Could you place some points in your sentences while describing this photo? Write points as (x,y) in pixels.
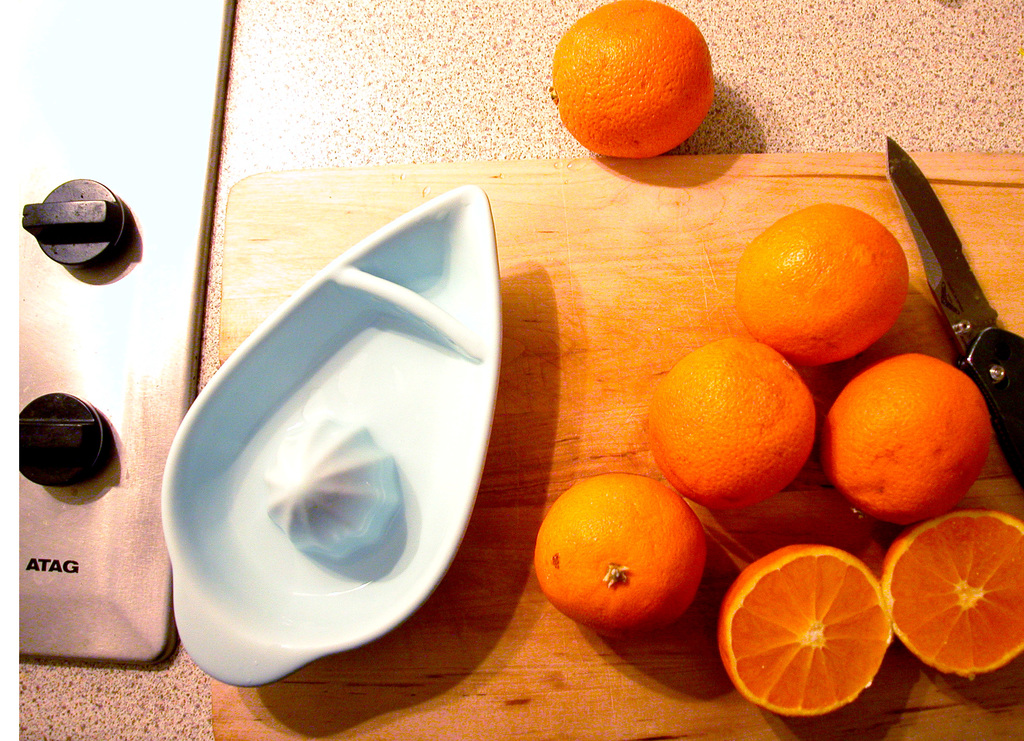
In this picture we can see a cutting board (428,677) on the surface (852,99) and some objects (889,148) and on this cutting board (881,211) we can see a knife (929,221), bowl (366,508), oranges (873,318).
